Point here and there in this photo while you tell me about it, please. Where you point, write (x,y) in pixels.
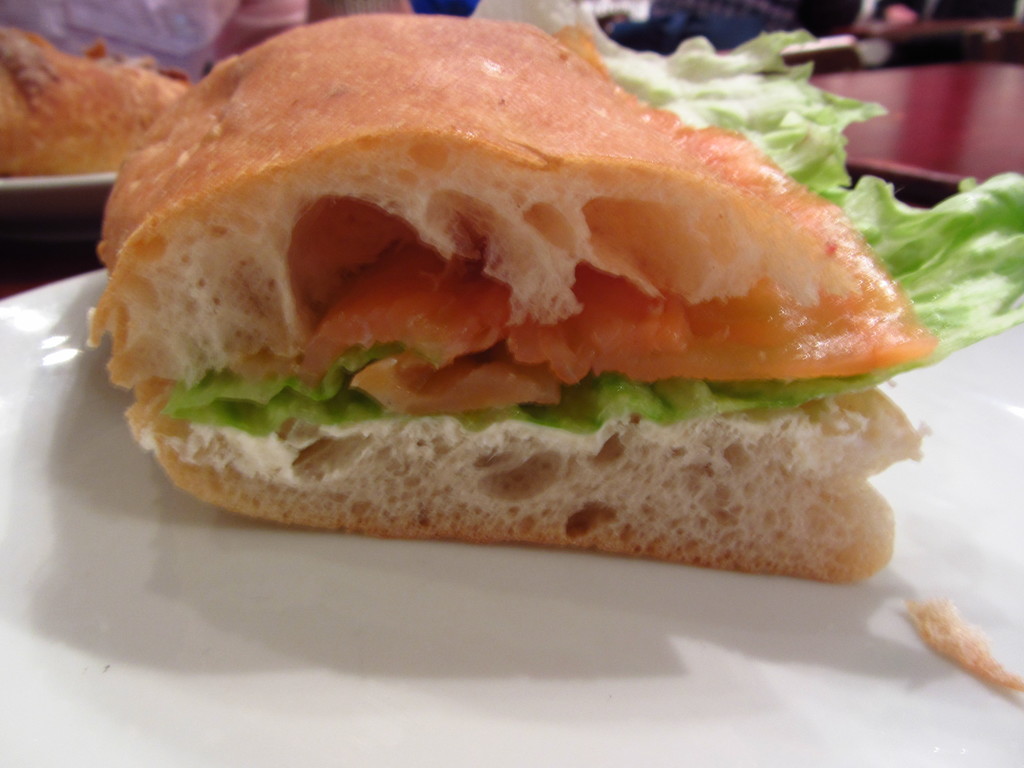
In this image I see white plates (40,403) on which there is food (127,114) which is of brown, red and green in color and I see the maroon color thing (910,116) over here.
